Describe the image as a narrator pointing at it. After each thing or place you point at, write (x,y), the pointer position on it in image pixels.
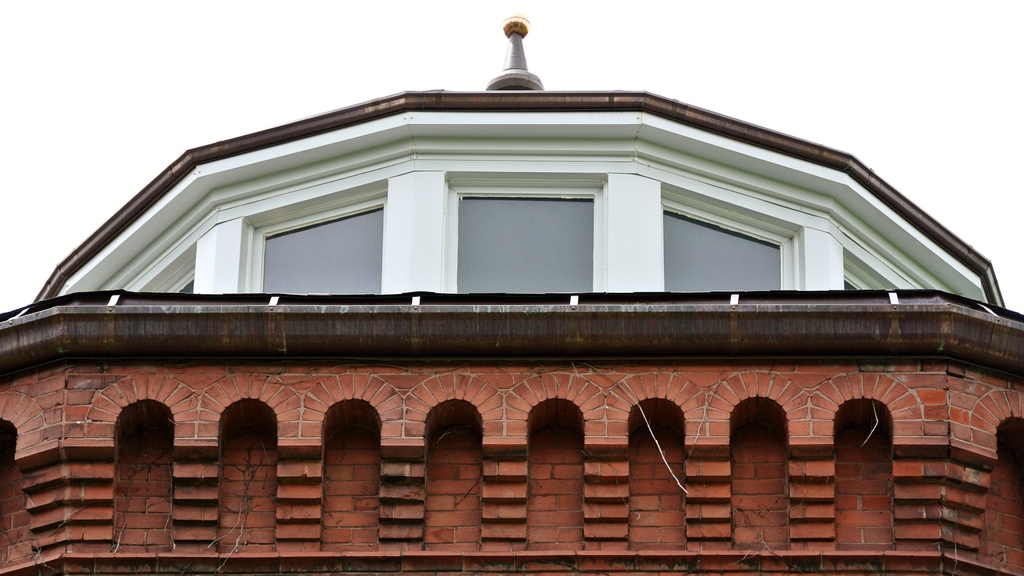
In this image we can see the top view of the building (593,315) to which there are windows (337,247).
